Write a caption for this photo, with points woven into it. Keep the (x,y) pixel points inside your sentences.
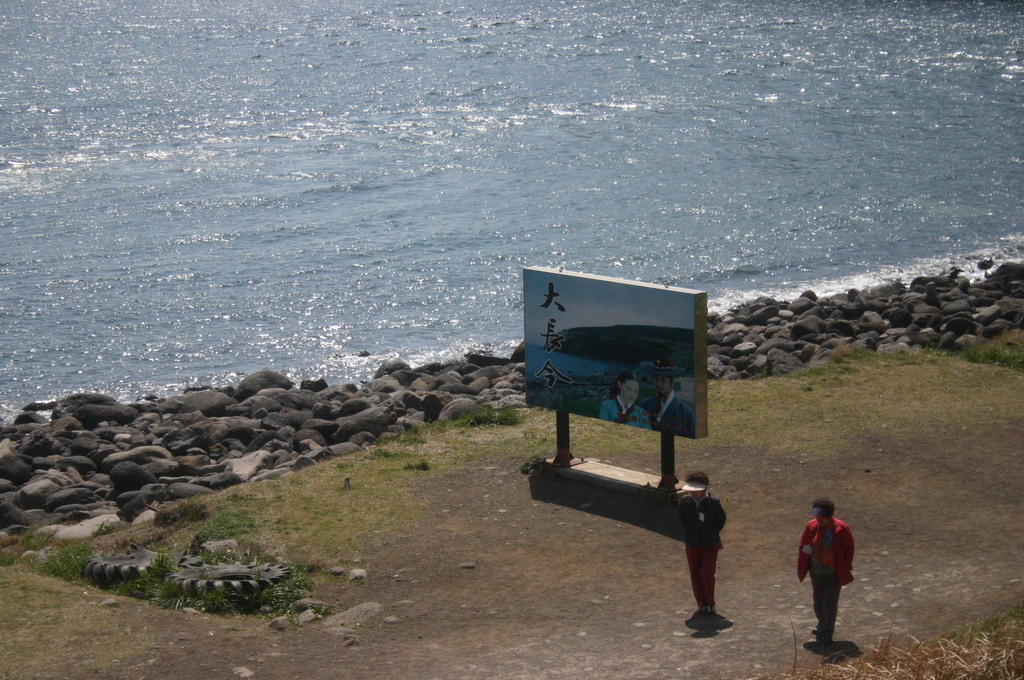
In this image we can see two people (706,528) standing, a board (624,307) with some text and image (584,333), there are some stones (749,365) and water (509,159) in the background (495,163).
